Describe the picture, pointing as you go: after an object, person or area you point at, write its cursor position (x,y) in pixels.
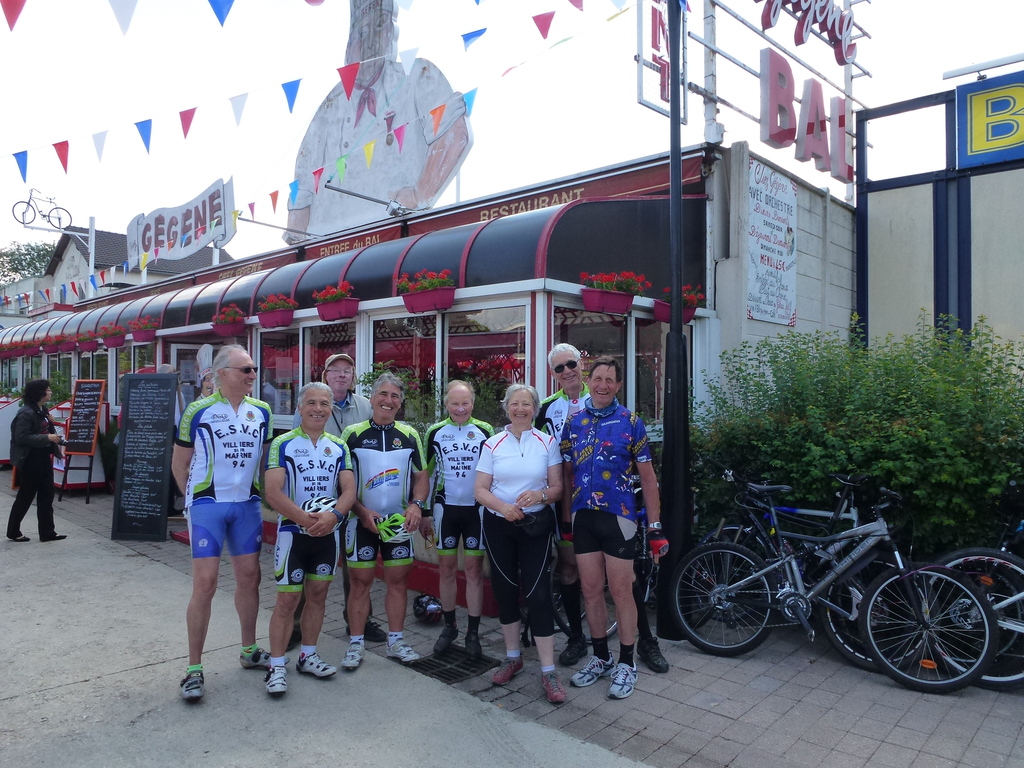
In this image we can see people (453,477) standing on the floor (490,640) and some of them are holding helmets (394,532) in their hands (408,528). In the background (365,277) there are sheds (568,261), houseplants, name boards (781,133), information boards (145,410), person (36,405) standing on the floor (109,499), bicycles (789,577), plants (769,436), decors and sky (628,100).
